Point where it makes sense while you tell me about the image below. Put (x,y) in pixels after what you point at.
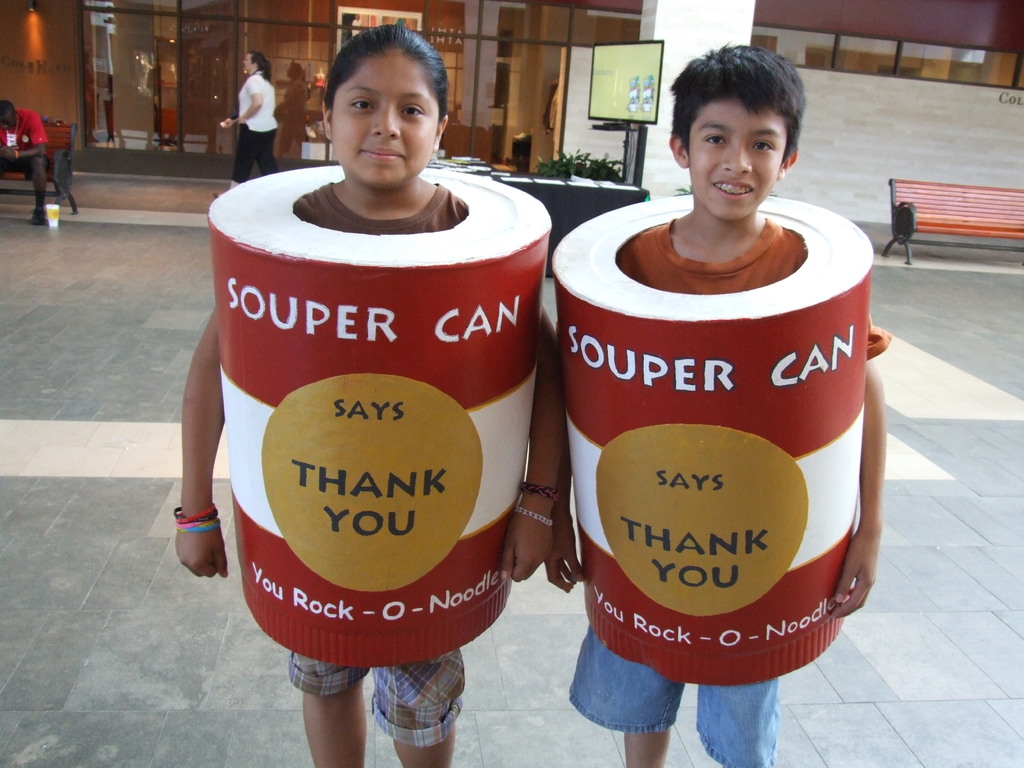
In this picture there is a small girl (481,381) and a boy (848,473) standing in front (341,512), wearing red color soup can costumes (385,303), smiling and giving a pose. Behind there is a glass building (581,74) with white banner board (606,57). On the right corner (976,203) there is a wooden bench (923,189) and beyond a boundary wall (897,130).
